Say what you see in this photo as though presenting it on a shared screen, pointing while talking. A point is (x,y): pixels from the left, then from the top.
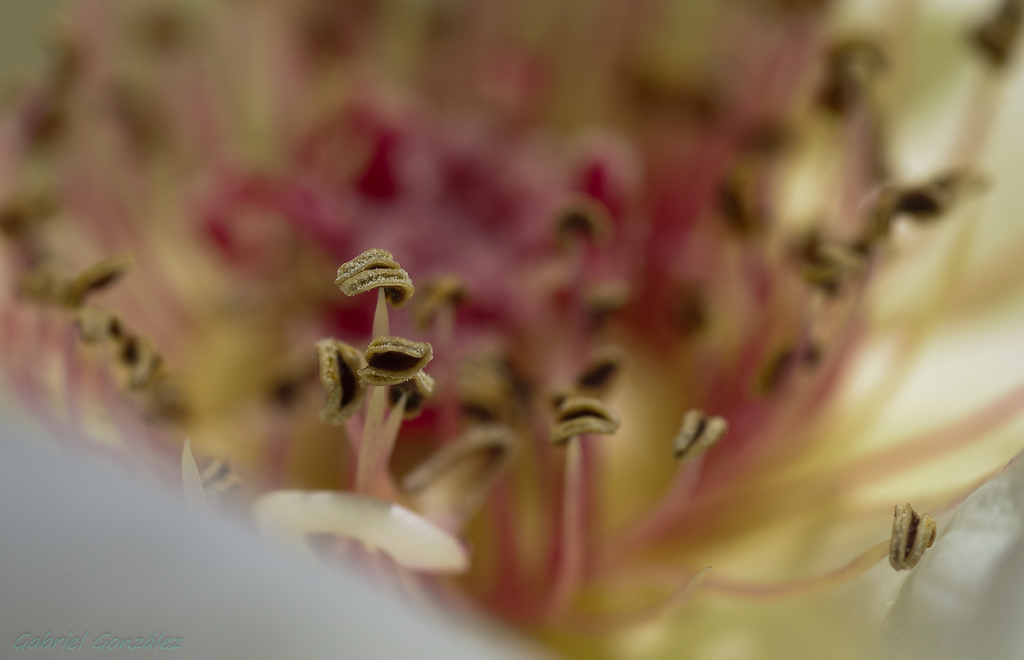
In this image we can see the flower parts (666,601) which looks like stamens (864,322) and the image is blurred.
